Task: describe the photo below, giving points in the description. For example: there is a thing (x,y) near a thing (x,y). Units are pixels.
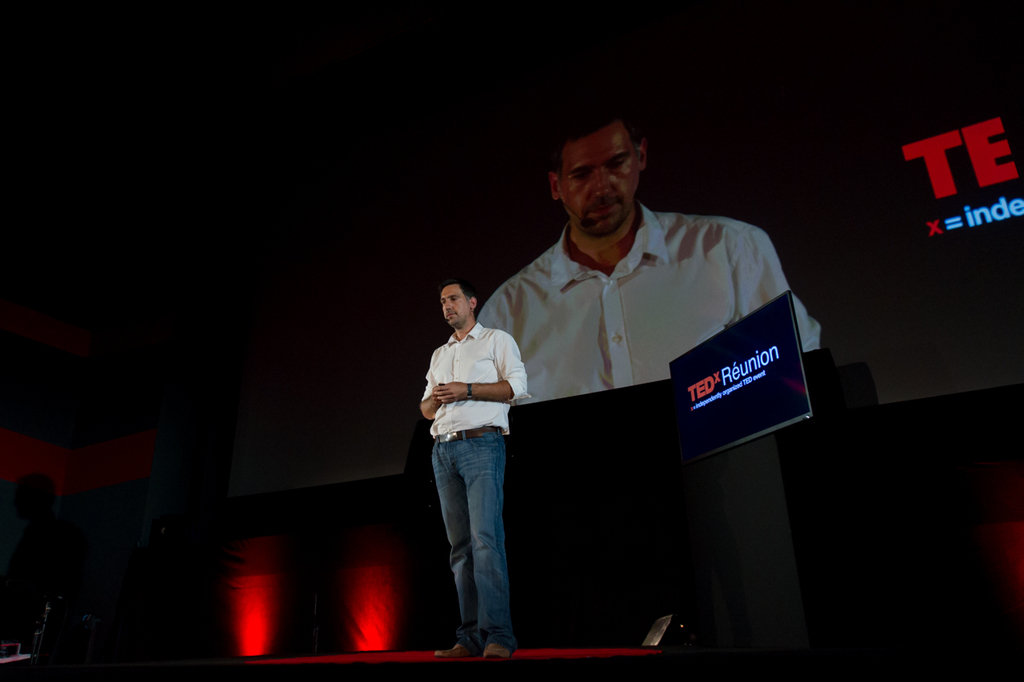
In this image we can see a person (485,490) standing on the stage (633,665). On the backside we can see that person (567,312) on the projector (684,275). We can also see a stand (765,619) and a light (678,645) on the floor (500,665).
